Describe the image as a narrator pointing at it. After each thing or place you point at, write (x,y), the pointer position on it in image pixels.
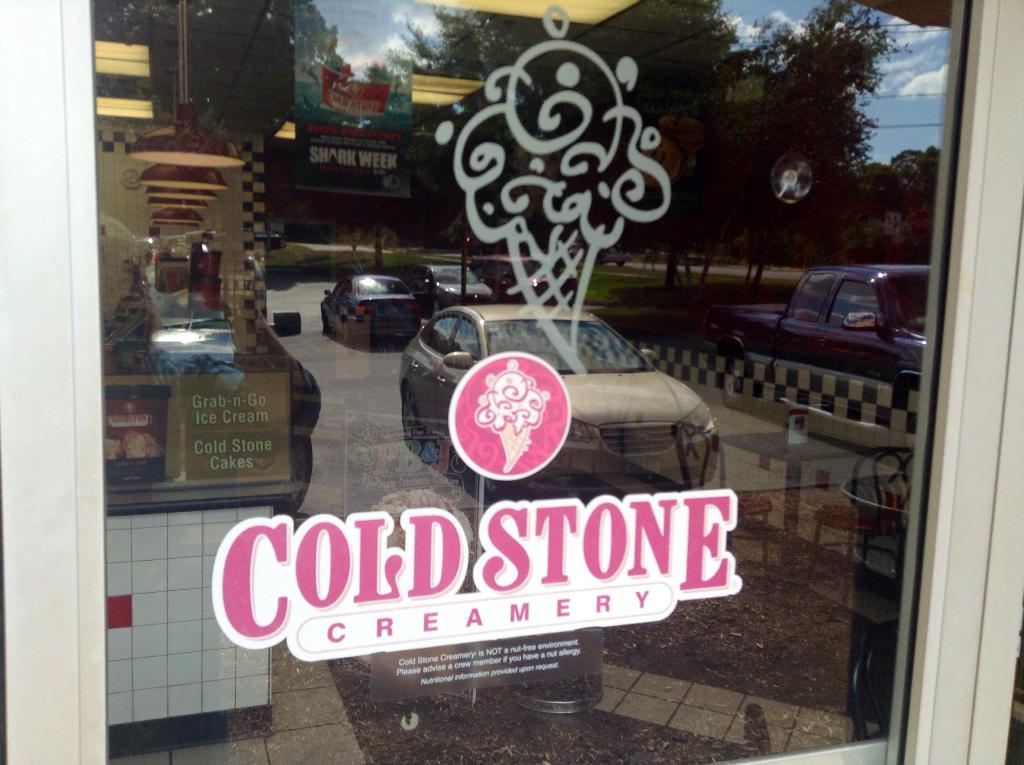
In this picture we can see a glass (782,567), there is some text (517,579) and a logo (519,450) on the glass (822,488), we can see reflection (650,307) of cars (699,421), trees (631,232), grass (655,295), a hoarding (375,184) and the sky (790,17) on the glass (774,22).
